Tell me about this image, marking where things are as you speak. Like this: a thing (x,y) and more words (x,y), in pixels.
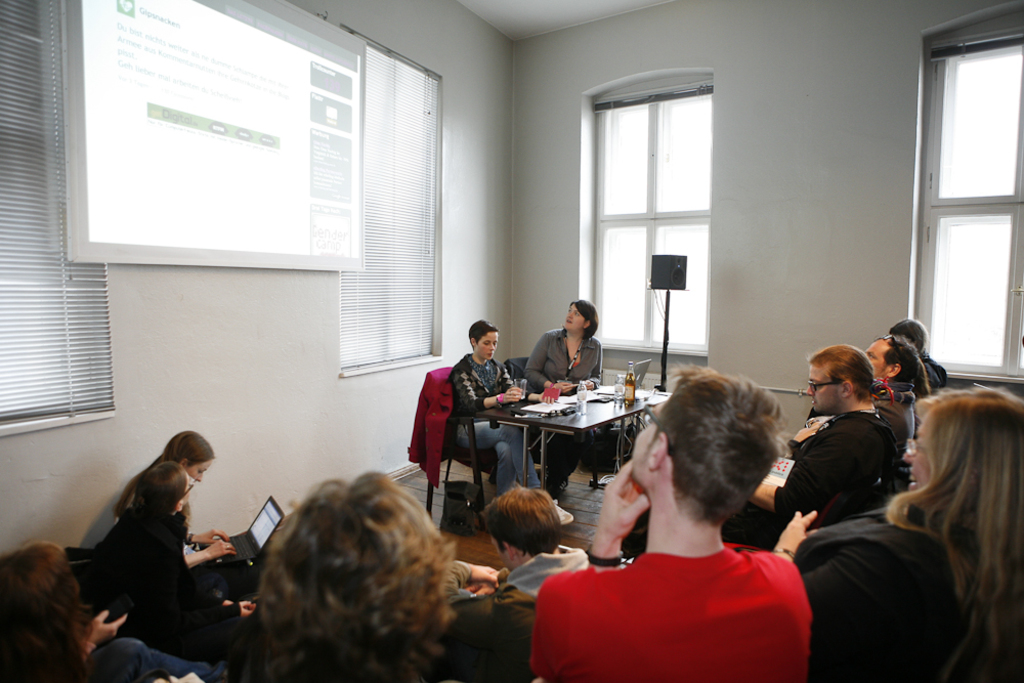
In this picture we can see a group of people (510,520) sitting and in front of them two women (488,383) sitting on chair (419,416) and in front of this two woman (552,441) we have laptop (646,363), bottle (619,397), papers (592,398) on table (507,415) and in background (339,334) we can see screen (294,157), wall (472,164), windows (606,242), stand (664,367).
